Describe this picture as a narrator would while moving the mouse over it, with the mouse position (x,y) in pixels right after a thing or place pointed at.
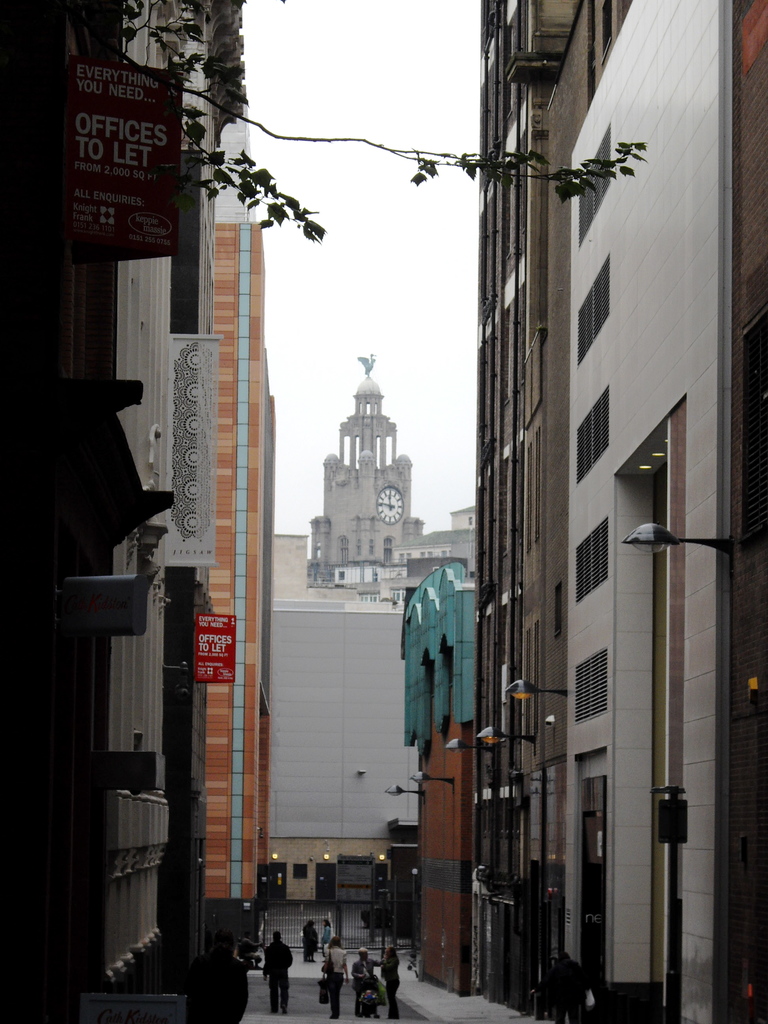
At the bottom of the image (334,985) we can see persons (334,985) on the road (303,996). On the right side of the image (734,791) we can see lights (545,695) and buildings (505,509). On the left side of the image (223,435) we can see tree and buildings (55,160). In the background (324,118) we can see clock tower (351,503), buildings (341,631) and sky (360,288).
